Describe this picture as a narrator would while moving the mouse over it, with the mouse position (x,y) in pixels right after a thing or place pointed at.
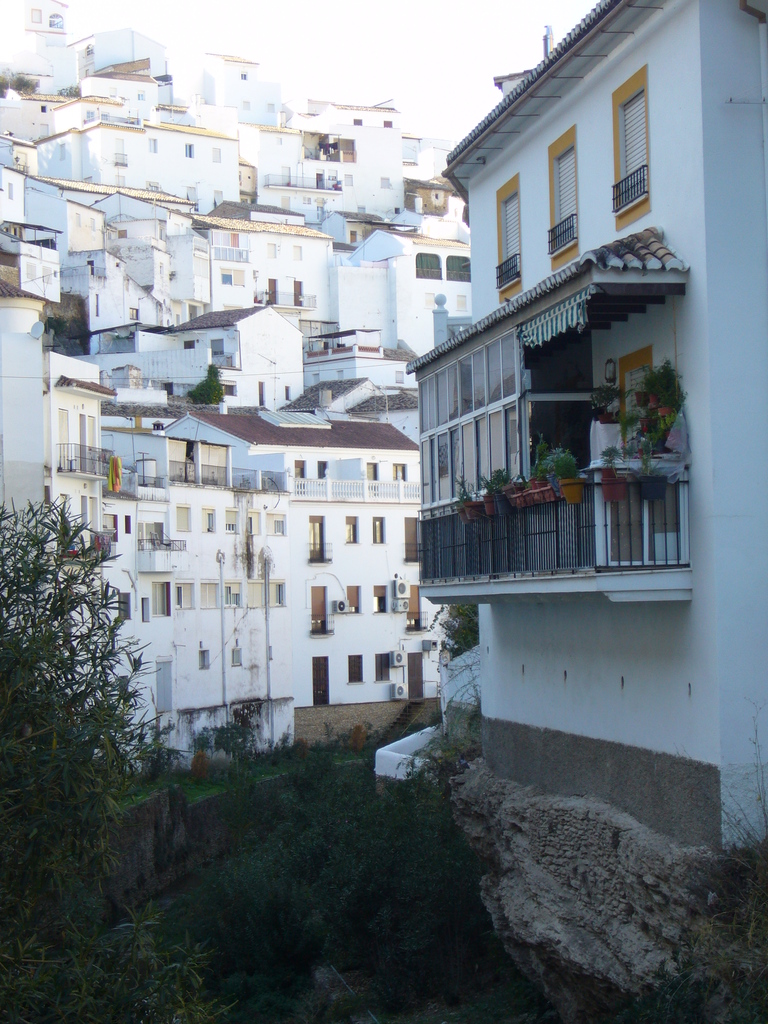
In this image, there are some buildings (622,354) they colored white. There are branches (80,945) in the bottom left of the image (102,967). There is a sky (403,104) at the top of the image (393,76).
